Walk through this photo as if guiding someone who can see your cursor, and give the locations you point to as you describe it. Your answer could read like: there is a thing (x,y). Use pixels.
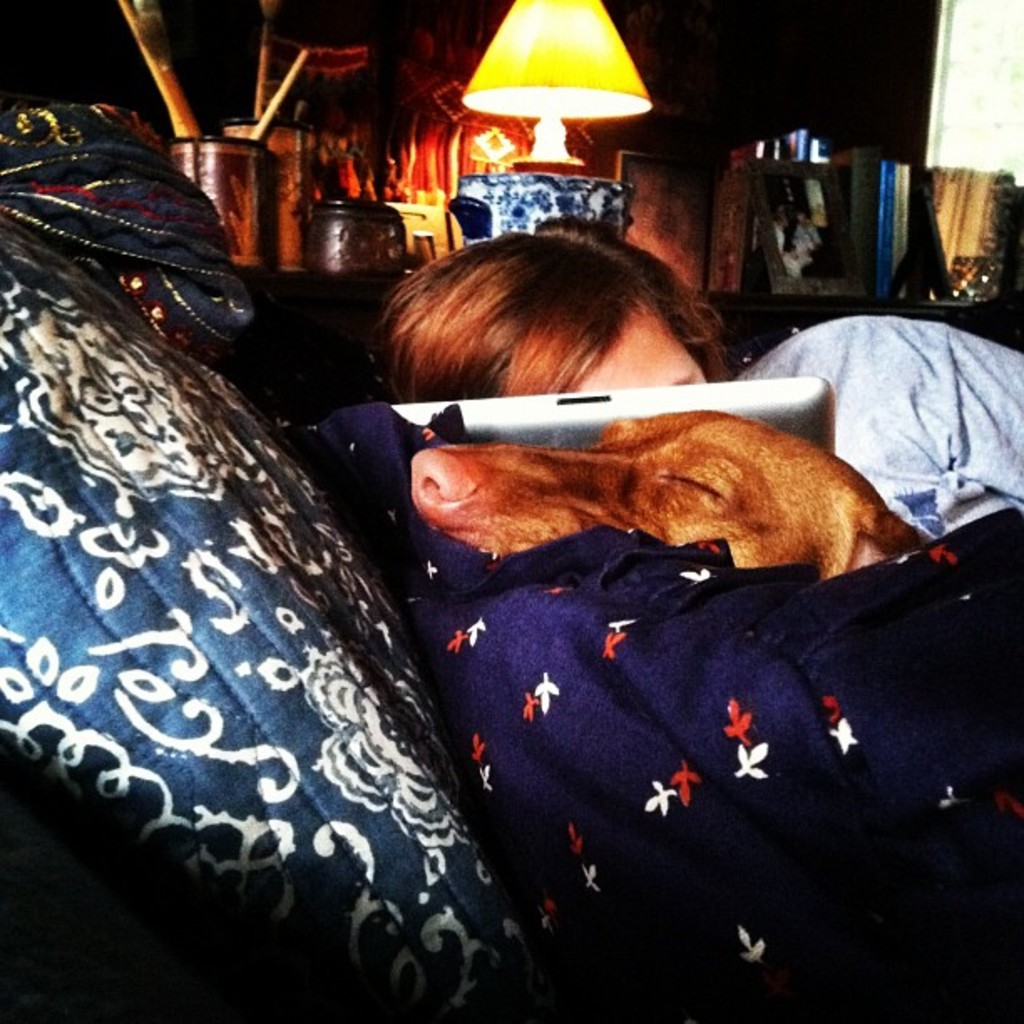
In the center of the image (630,489) we can see a person (622,305) and a dog (803,482) sleeping on the bed (463,664). There is a blanket (564,697) and we can see a tablet (577,409). In the background (879,312) there is a table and we can see a lamp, photo frame (946,291), books (876,278) and jars (297,209) placed on the table (286,277).
